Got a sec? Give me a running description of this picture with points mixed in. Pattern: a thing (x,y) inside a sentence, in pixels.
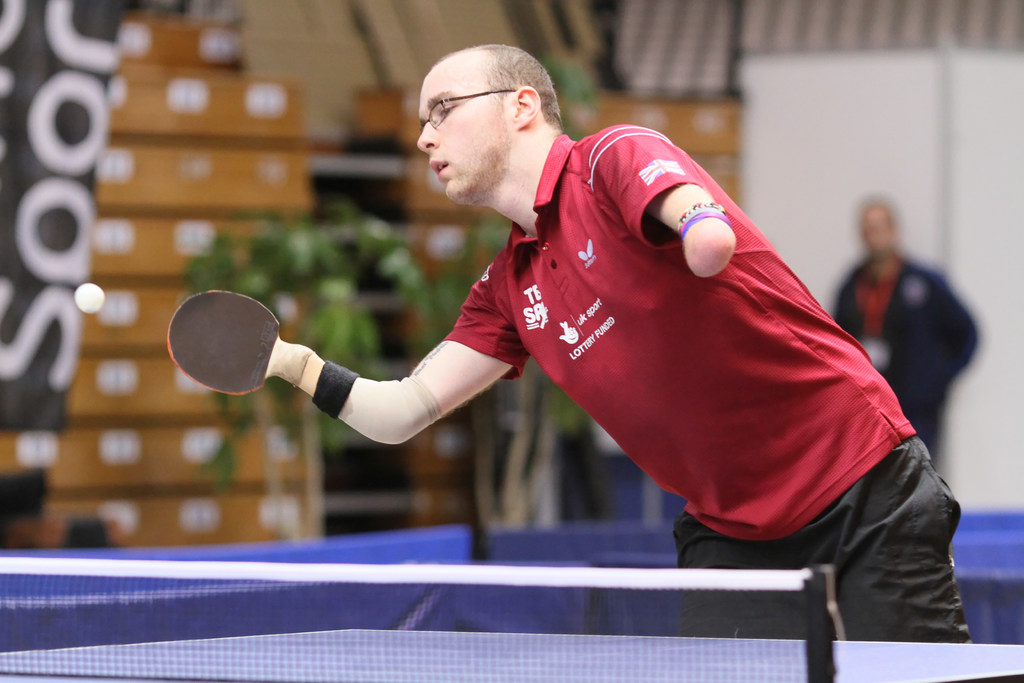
In this image we can see a person (607,323) standing and holding table tennis bat (269,328). In front of him we can see the table tennis (568,628) and blur background (904,323).
